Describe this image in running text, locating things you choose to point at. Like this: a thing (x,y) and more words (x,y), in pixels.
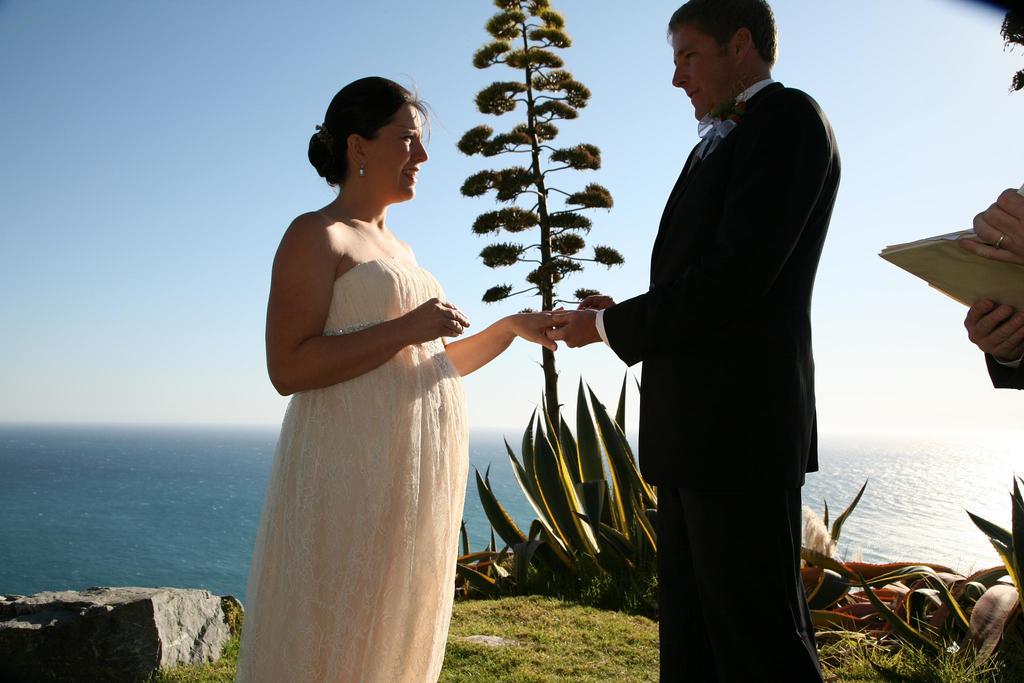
Here we can see a woman (376,648) and a man (586,308) standing on the grass (602,621). He is holding a hand (523,316) of her. There are plants (576,566), rock (118,671), and a tree (568,115). This is water (182,468). In the background (198,196) there is sky (628,56).
